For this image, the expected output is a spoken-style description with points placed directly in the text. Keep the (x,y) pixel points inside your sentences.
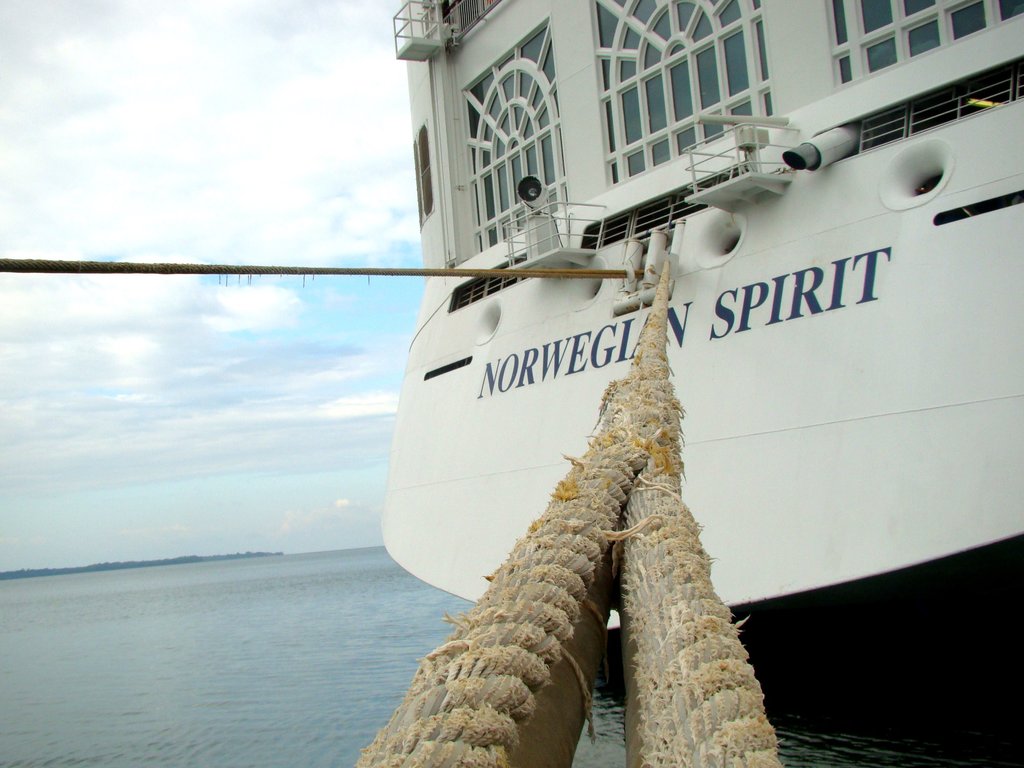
This image is clicked outside. There is a boat (803,396) in the middle (511,376). There is water (275,715) at the bottom (206,620). There is sky (163,163) at the top (134,210).
